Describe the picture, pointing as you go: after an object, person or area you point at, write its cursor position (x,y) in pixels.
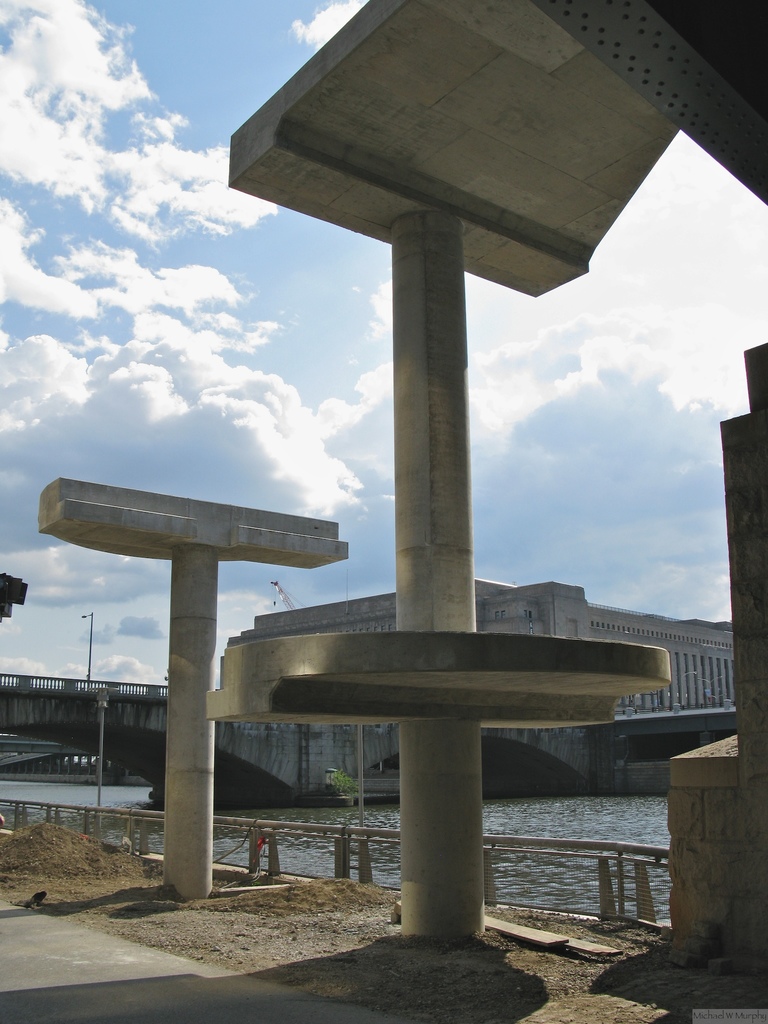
In this picture, we see two pillars (432,789). Beside that, we see a railing (276,861) and beside that, we see water (333,809). In the background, we see a building (659,690) in white color. On the left side (134,684), we see a bridge (88,715) and street lights (89,669). At the bottom of the picture (193,1021), we see the road (102,1017). At the top of the picture (280,288), we see the sky (322,353) and the clouds (236,390).
